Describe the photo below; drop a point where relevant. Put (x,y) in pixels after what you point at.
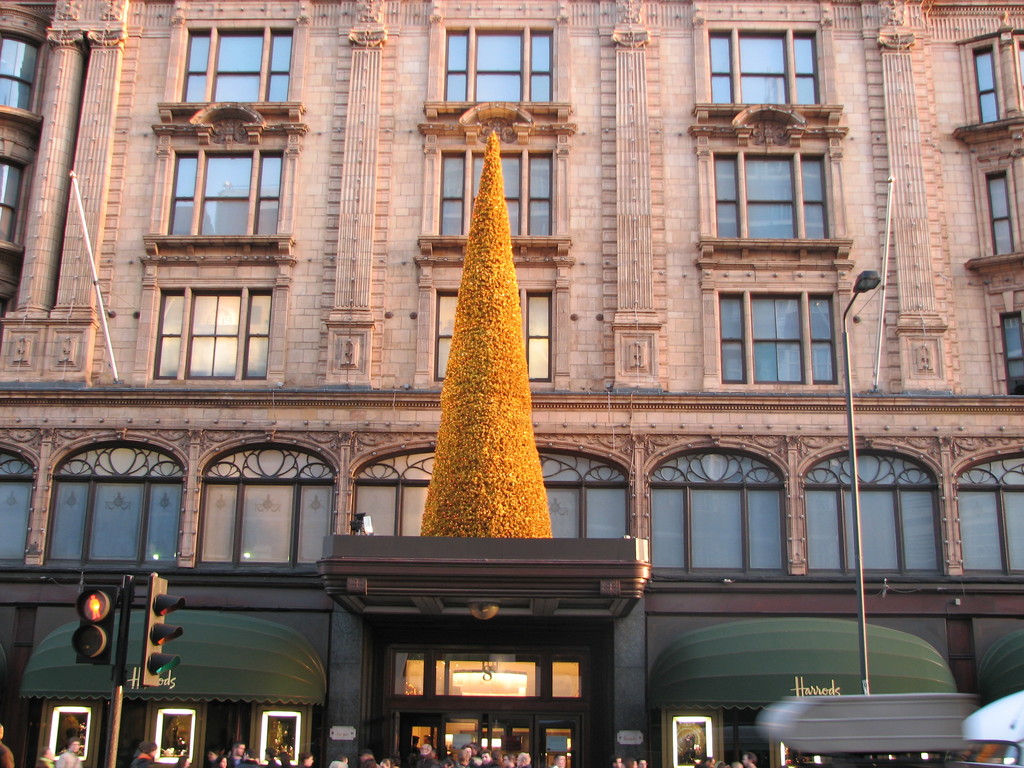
In this image I can see number of persons (235,754) are standing, a traffic signal (116,663), a street light pole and the building (633,230) which is cream in color. I can see few windows (257,331) of the building (615,105) and two white colored metal rods (893,179) to the building (815,264).
